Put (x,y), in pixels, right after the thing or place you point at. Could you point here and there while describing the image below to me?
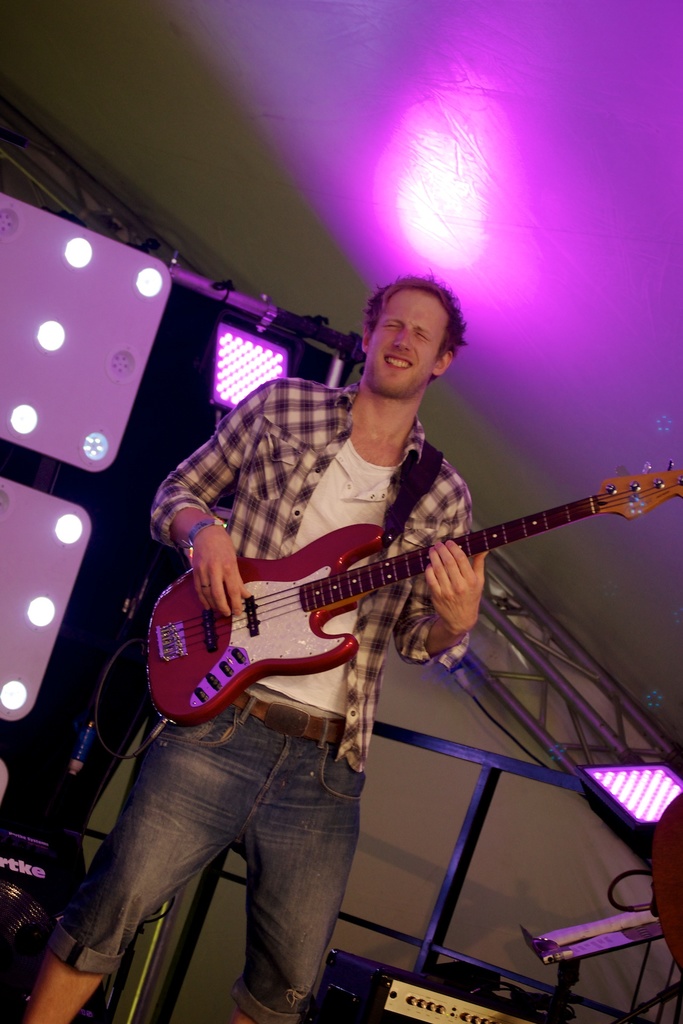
The man (299,501) in white T-shirt (325,506) and check shirt (281,486) is holding a guitar (296,601) in his hands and he is playing the guitar (278,673). I think he is singing the song. Behind him, we see iron rods (509,764) and musical equipment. In the background (285,195), we see a white wall (399,844). At the top (417,204), we see the light (427,208). This picture might be clicked in the musical concert.
